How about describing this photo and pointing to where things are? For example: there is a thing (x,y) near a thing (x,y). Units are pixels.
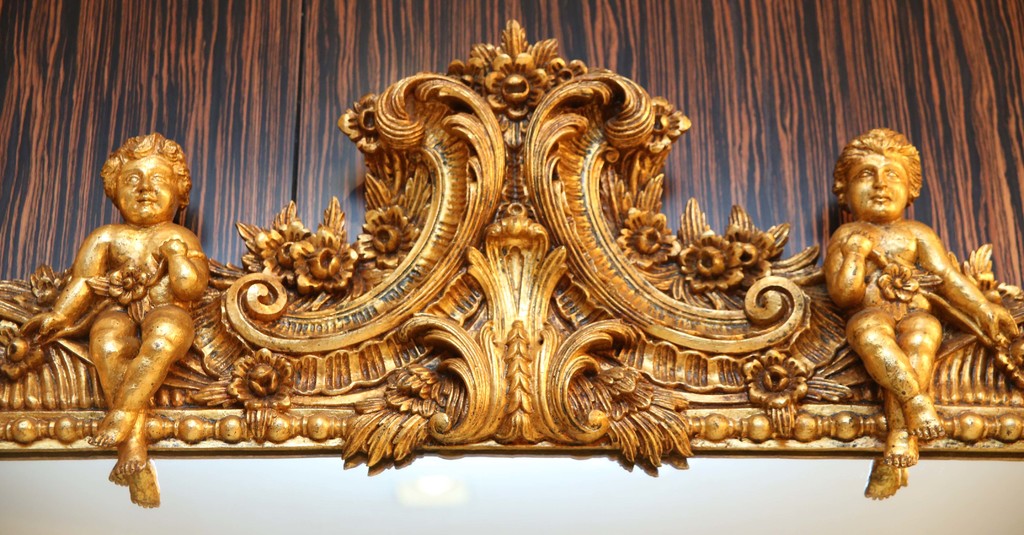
In this image we can see a sculpture (439,261) and the background (207,80) it looks like the wall (722,15).
